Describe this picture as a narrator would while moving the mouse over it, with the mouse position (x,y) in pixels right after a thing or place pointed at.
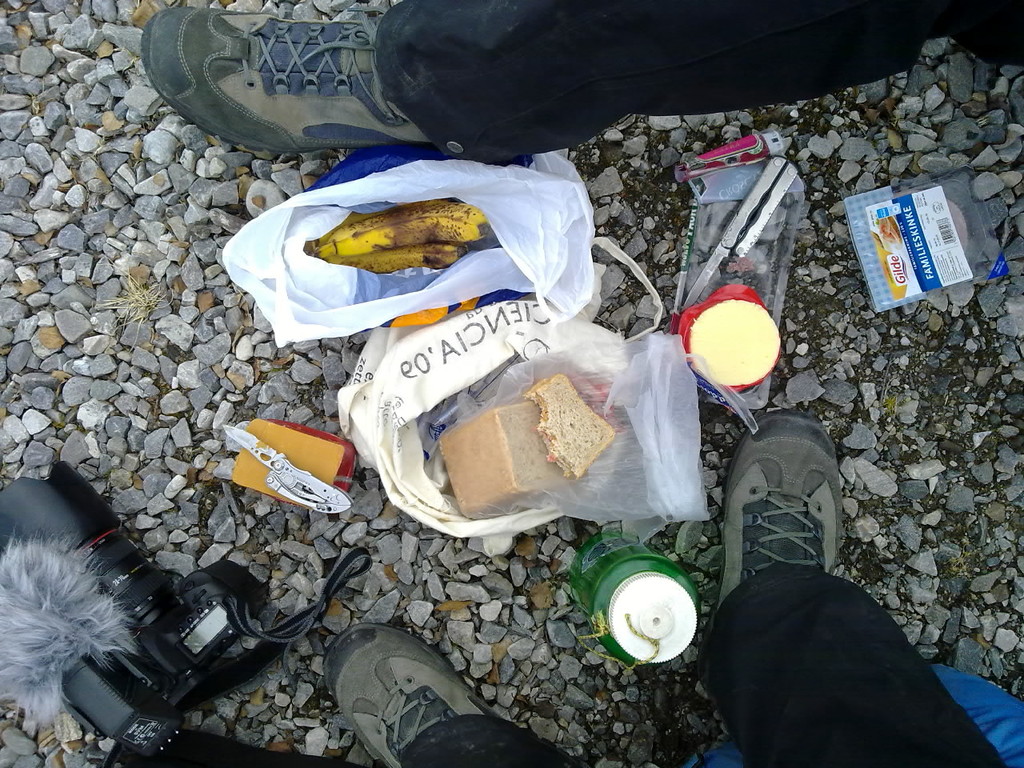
In this picture we can see some stones (200,371) at the bottom (294,542), we can see legs (821,578) of persons (829,632) here, we can see a tin (664,657), bananas (403,266), a knife (322,500), breads (489,479), a cover (535,469), a digital camera (216,597) present here.
